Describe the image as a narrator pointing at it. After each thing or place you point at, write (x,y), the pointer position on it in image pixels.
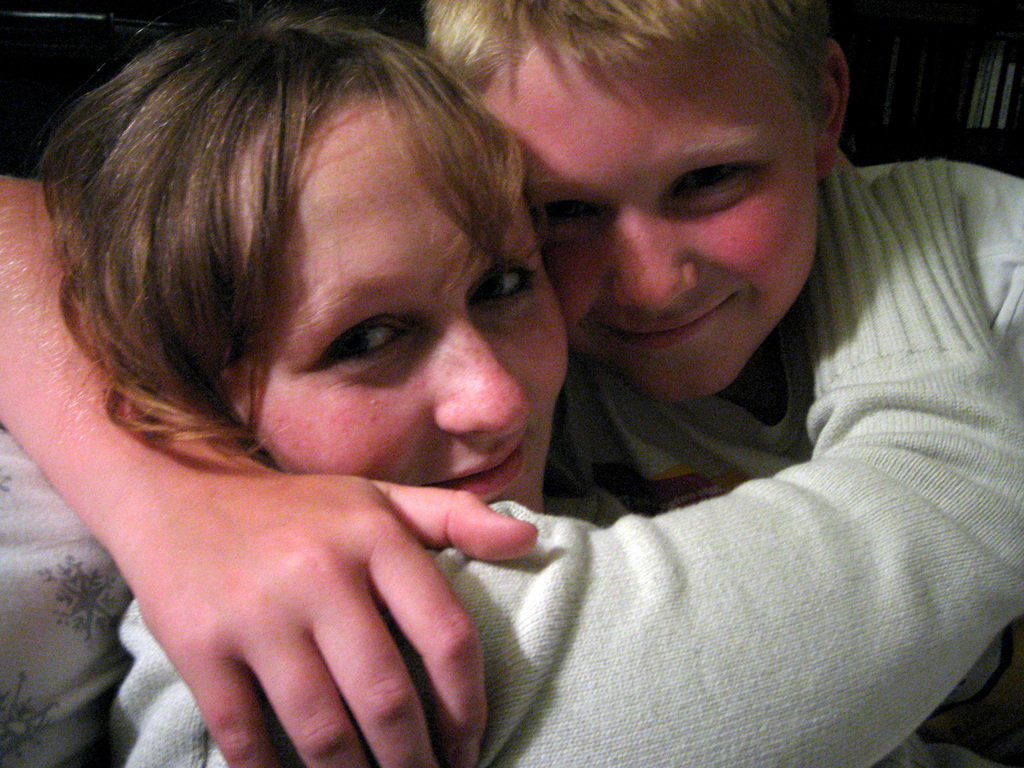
In this image there is a woman (351,437) towards the bottom of the image (692,573), there is a boy (785,226) towards the right of the image (821,191), they are hugging each other, there is an object (980,87) towards the right of the image (992,80), there is an object (104,25) towards the top of the image (70,20), the background of the image (58,25) is blurred.
